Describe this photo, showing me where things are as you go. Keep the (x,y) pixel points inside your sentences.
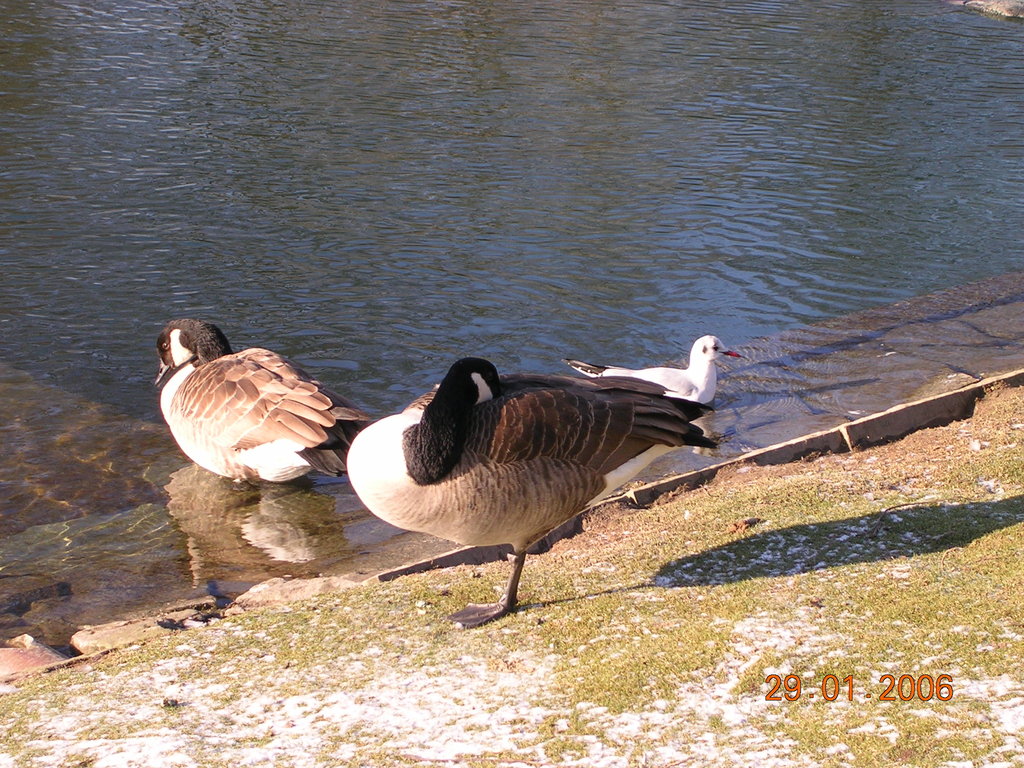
In the picture I can see birds (420,478) among them 2 (316,413) are in the water (465,329). I can also see a watermark (817,690) on the image.
